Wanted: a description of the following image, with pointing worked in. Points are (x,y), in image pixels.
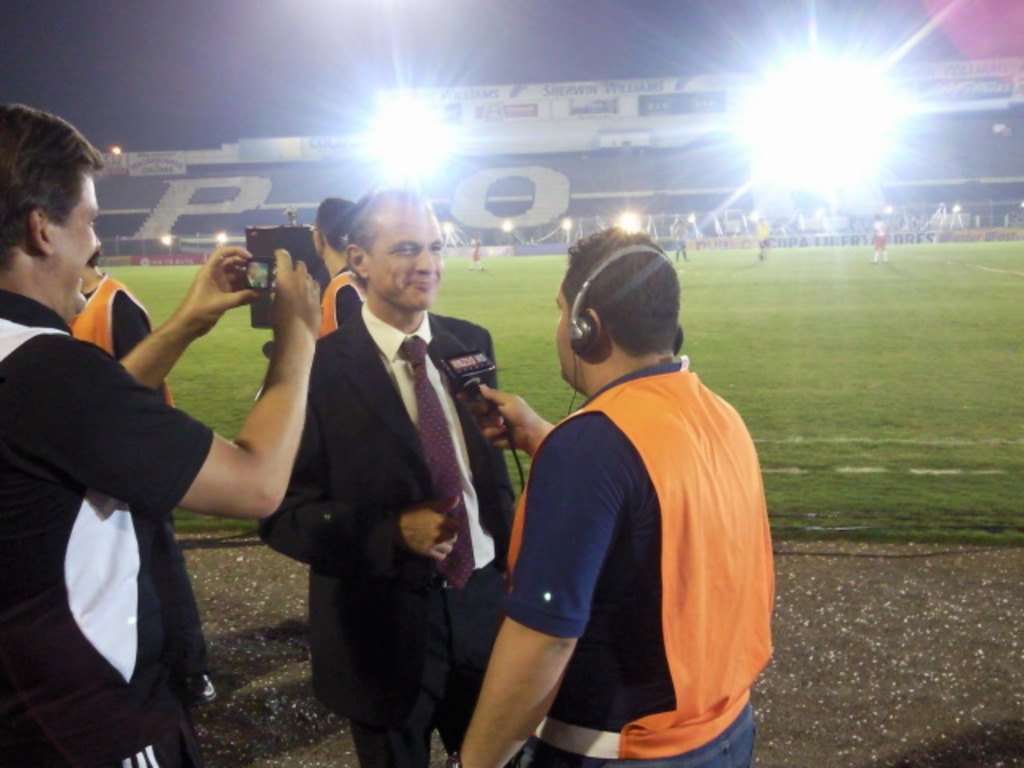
In this image in the center (499,443) there are persons (395,441) standing and smiling. On the left side (60,416) there is a man (50,438) smiling and standing and holding a mobile phone (274,281) clicking a photo. In the front (610,509) there is a person (613,557) standing and holding a mic (469,394), in front of the person (510,406) there is a man (393,379) standing and smiling. There is grass (820,324) on the ground (833,332) and there are lights (803,145) in the background (804,174) and there are persons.
